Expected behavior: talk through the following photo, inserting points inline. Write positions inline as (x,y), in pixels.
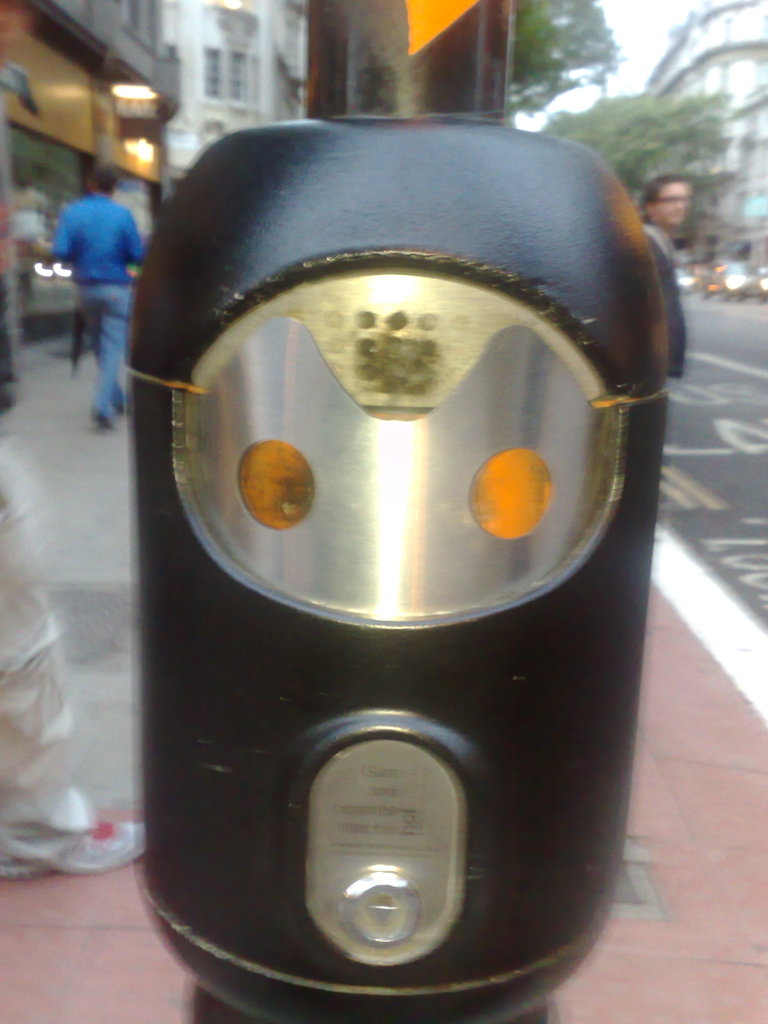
In this image, we can see a black object (404,737). Background we can see few people (106,315), road (721,381), walkway (82,489), trees (697,161), buildings (62,69), vehicles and lights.
